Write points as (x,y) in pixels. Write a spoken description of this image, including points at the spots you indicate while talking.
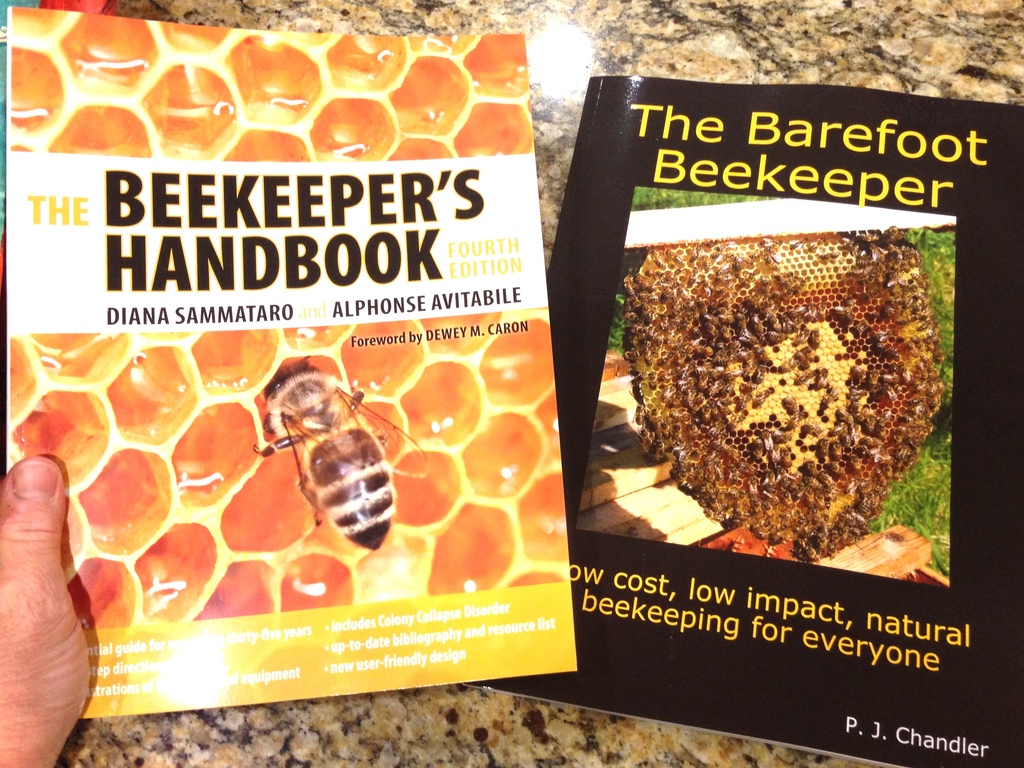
In this image, we can see a person's hand (46,549) holding a book (243,482) and there is another book (698,288) on the table (396,728).
